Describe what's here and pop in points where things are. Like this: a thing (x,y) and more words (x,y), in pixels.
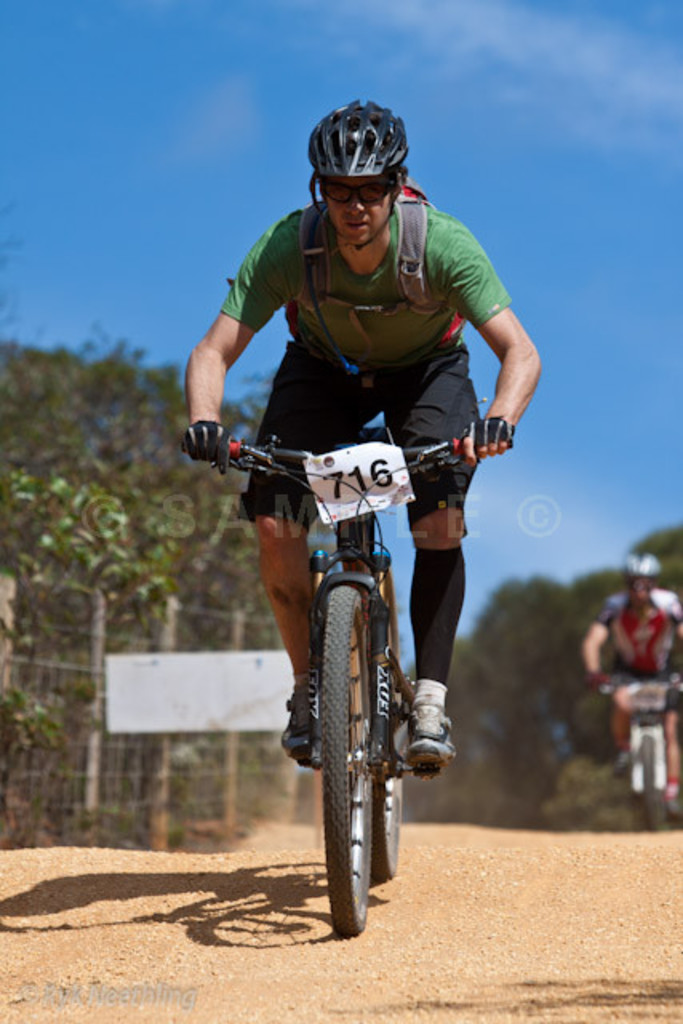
As we can see in the image there is a blue sky (124,187), trees (127,426) and two people (452,428) riding bicycles (398,693).
